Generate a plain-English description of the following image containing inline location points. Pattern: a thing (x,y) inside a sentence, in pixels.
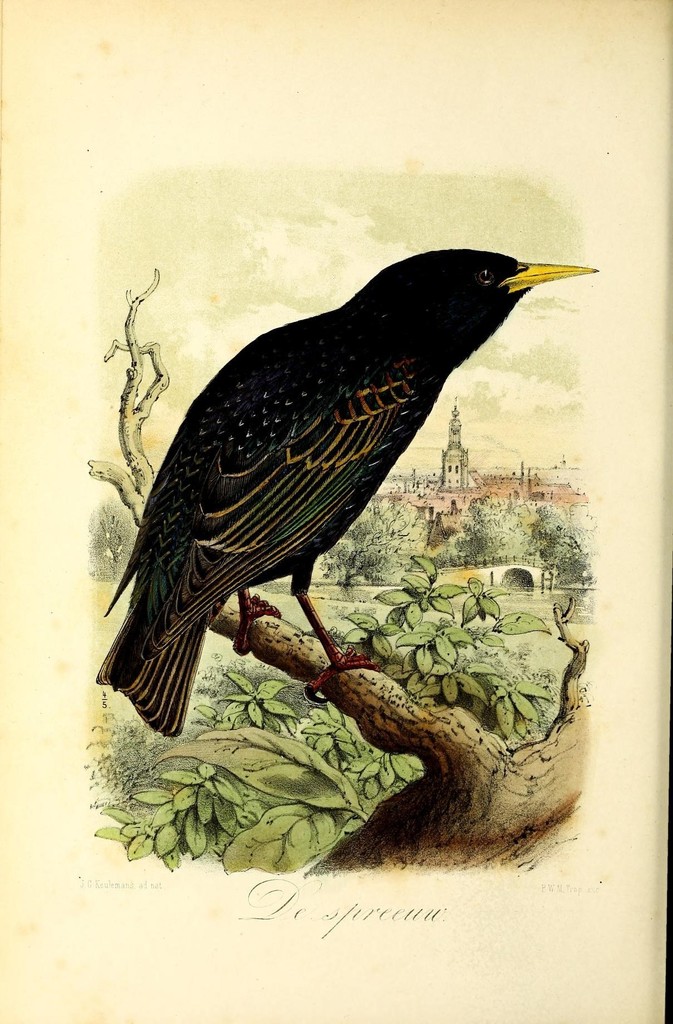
In this image I can see a bird (269,531) which is in black, brown and yellow color. It is on the branch (304,673) of the tree (360,728). In the background (435,490) I can see many trees (447,556) and buildings (447,489).
